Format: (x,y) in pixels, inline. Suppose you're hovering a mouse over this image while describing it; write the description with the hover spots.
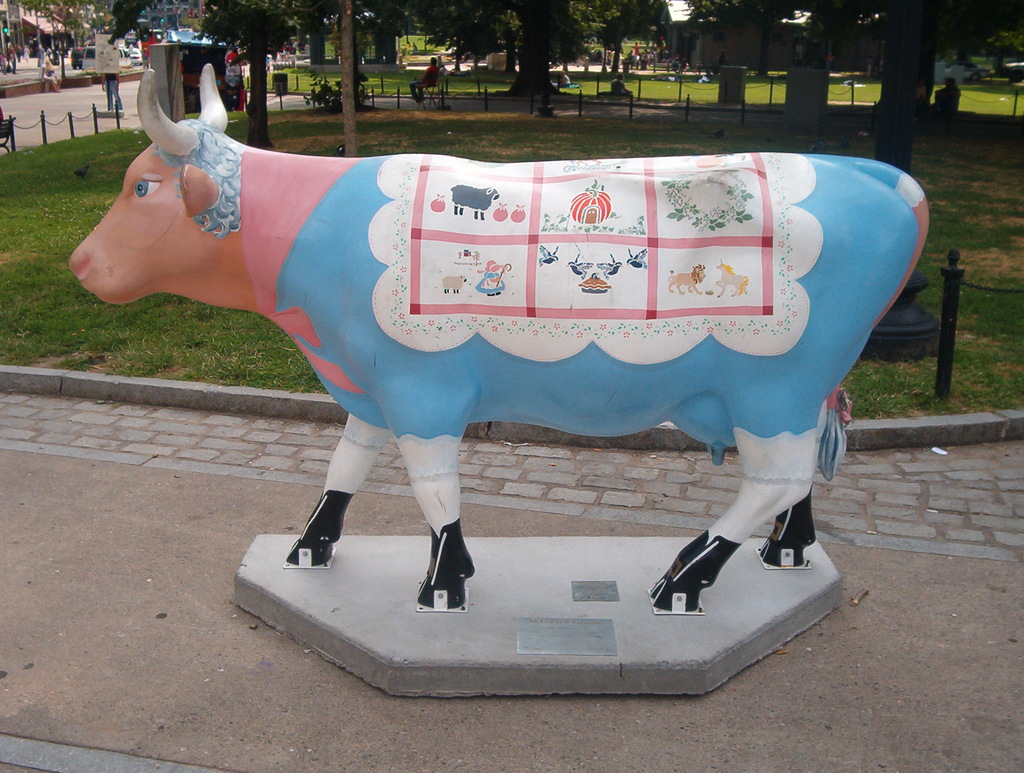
There is a statue of a cow (398,220) with some images (548,255) on that. In the background (339,68) there are trees (462,40) and many other things (439,54). On the ground (636,76) there is grass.
